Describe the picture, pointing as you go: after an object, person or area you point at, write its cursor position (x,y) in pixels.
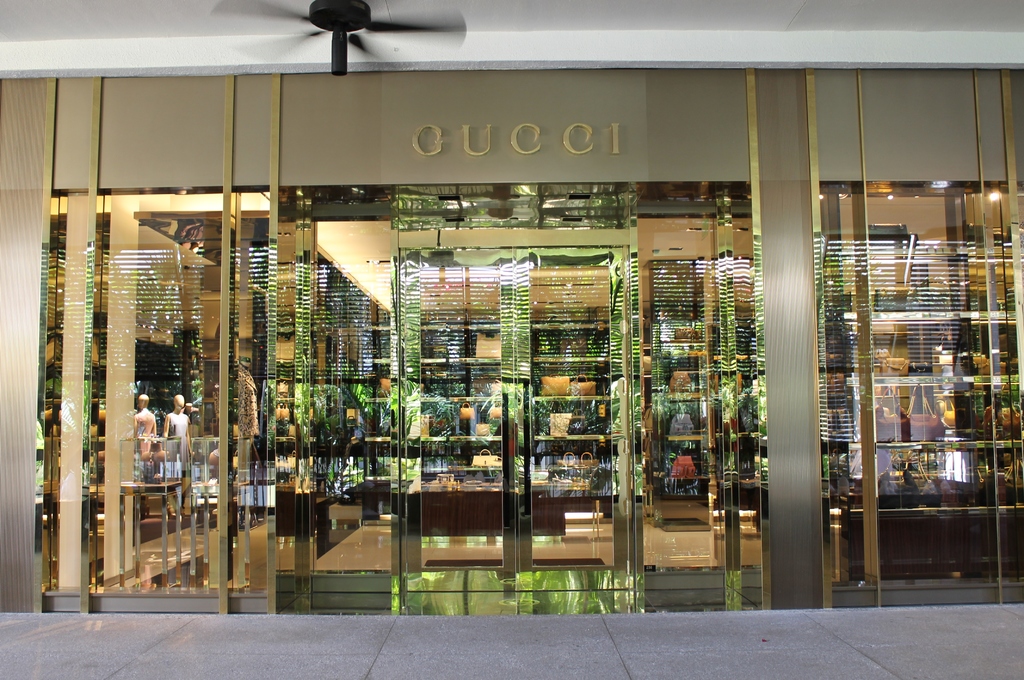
In this image I can see a building (510,236) with some text (520,136) written on it. At the top (423,21) I can see a fan (322,32).
